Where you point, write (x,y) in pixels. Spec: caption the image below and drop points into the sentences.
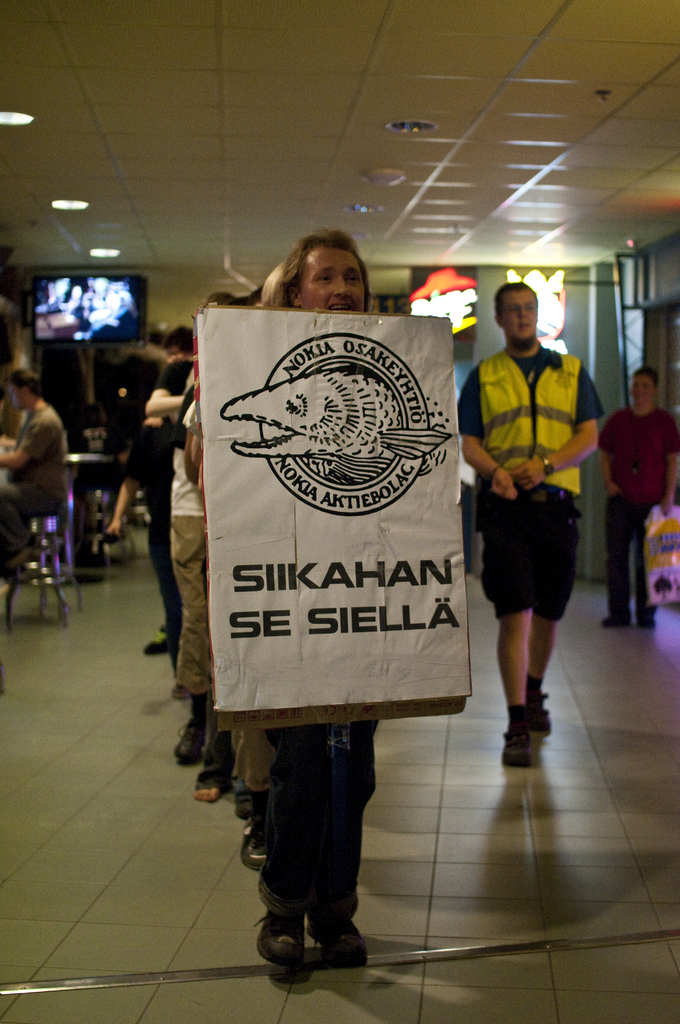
This image is clicked inside a room (62,147). There are lights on the left side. There is a screen (64,284) on the left side (63,345). There are some persons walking in the middle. In the front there is a person (299,930) who is holding some board (249,691).
